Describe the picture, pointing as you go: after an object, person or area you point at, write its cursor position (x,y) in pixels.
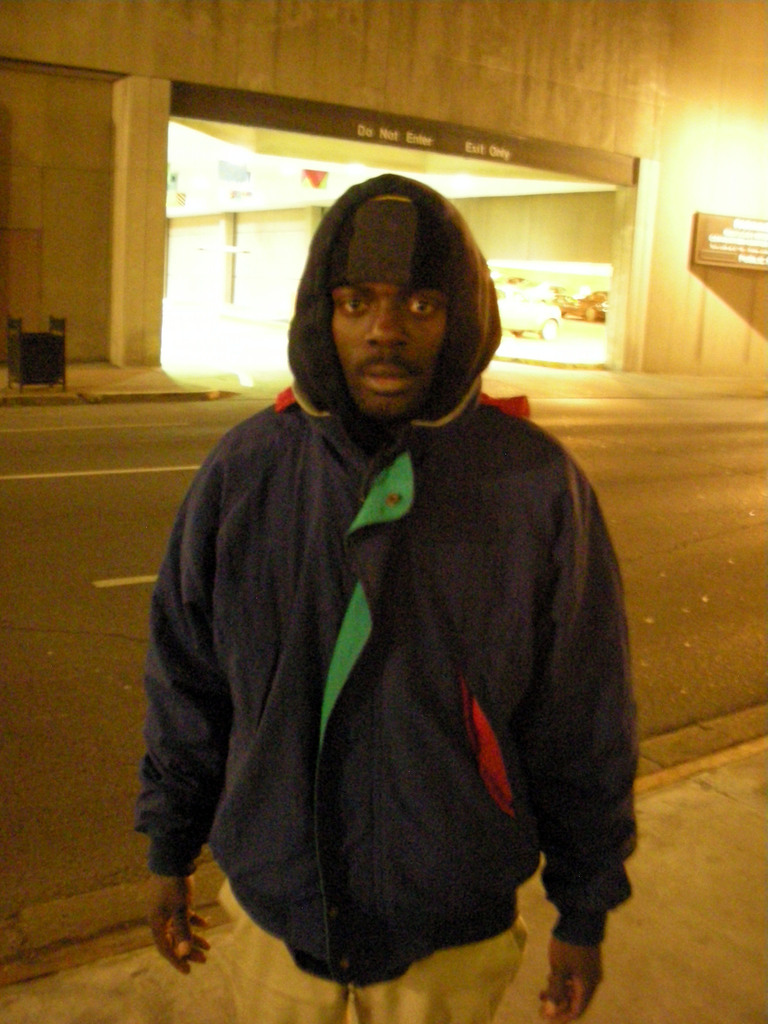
This person (539,578) wore jacket (335,581) and looking forward. Background (655,301) there is a wall (442,20) and road (109,548).
